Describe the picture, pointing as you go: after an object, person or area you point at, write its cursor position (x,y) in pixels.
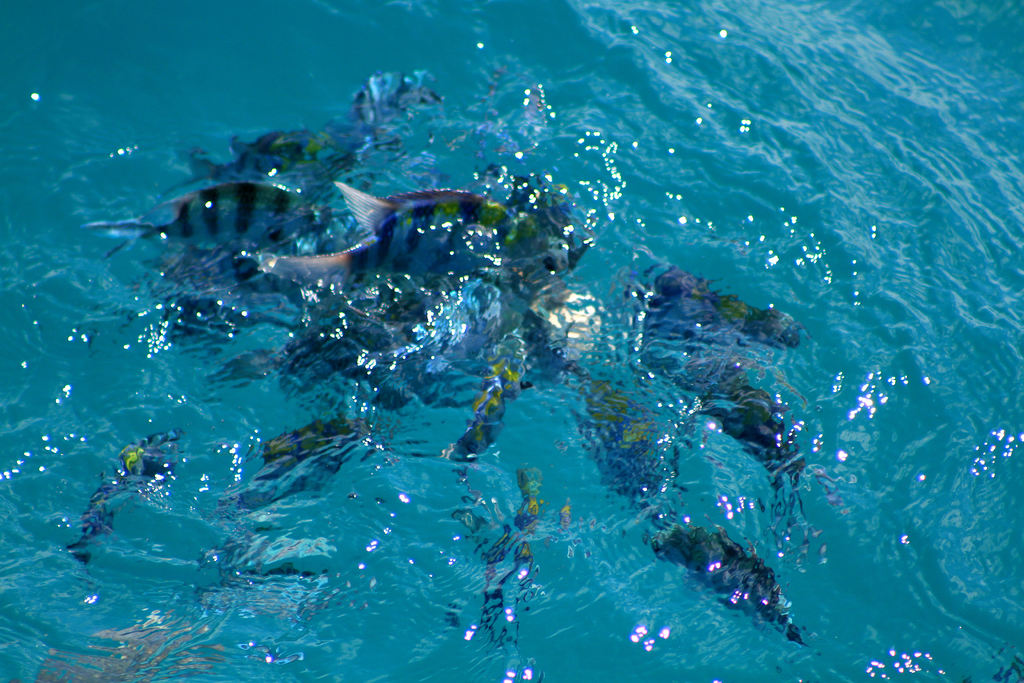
In this picture we can see water (568,455), there is something (460,278) present in the water (553,435).
